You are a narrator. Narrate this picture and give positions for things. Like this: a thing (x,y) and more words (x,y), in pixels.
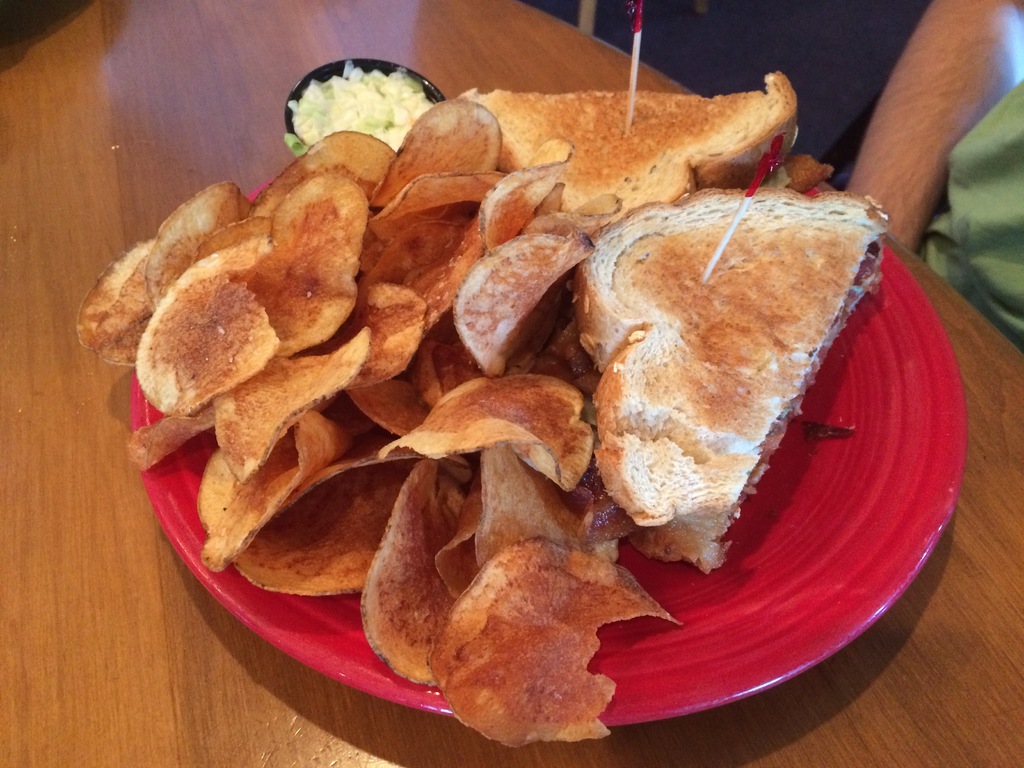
In this image there are chips (441,352) and sandwiches (782,301) with the toothpicks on the plate (813,390) on the table (401,32), and at the background (871,163) there is a chair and a person (875,131).
